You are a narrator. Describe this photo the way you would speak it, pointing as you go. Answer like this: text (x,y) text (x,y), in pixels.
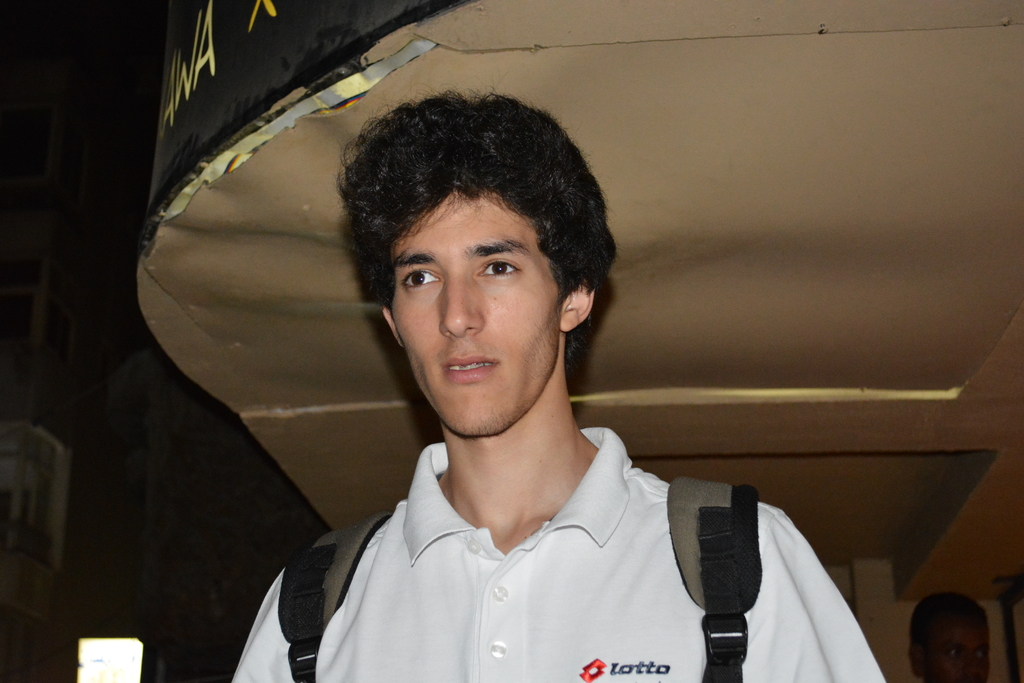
Here I can see a man (536,595) wearing a white t-shirt (580,623) and a bag (710,564). In the background (774,134) there is a building (812,114). In the bottom right-hand corner (948,630) there is a person (958,664). The background (101,538) is dark.
